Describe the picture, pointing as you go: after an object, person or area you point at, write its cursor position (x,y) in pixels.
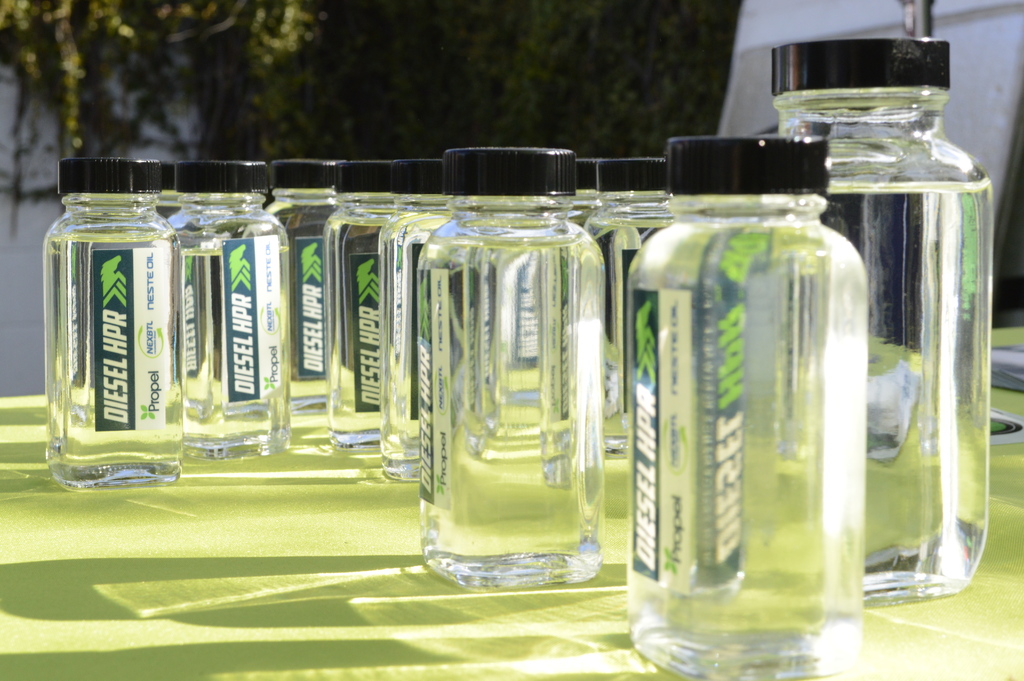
In this picture we can see glass bottles (346,220) with caps (378,189) to it are placed on a table (326,576) and in background (443,79) we can see trees (61,115), wall (45,124).
